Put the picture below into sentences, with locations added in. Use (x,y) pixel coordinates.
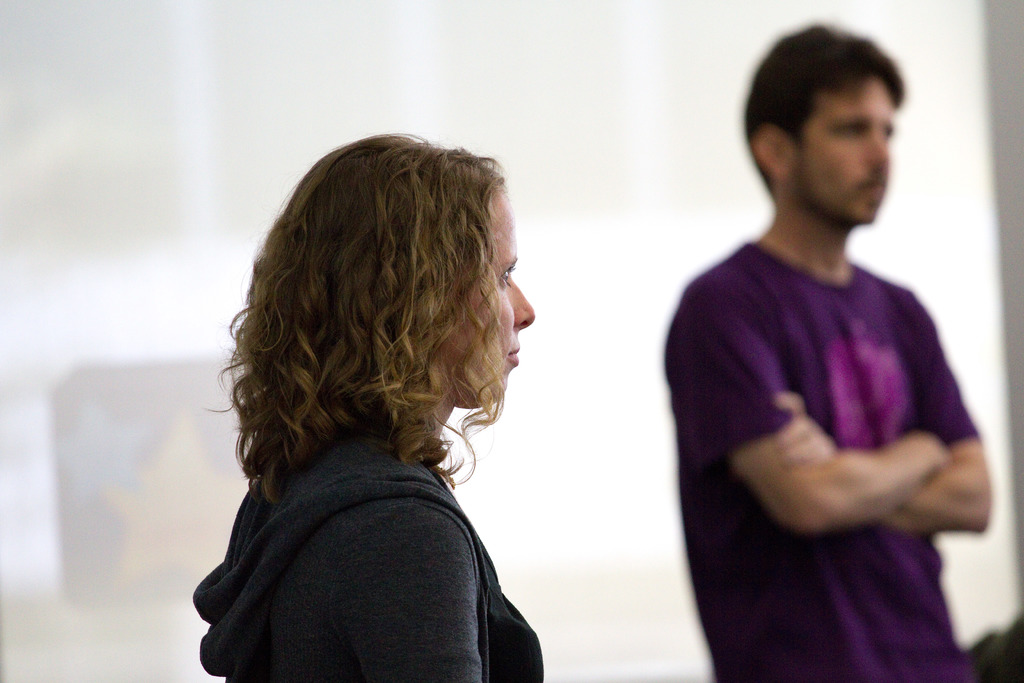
In this picture we can observe two members (855,172). One of them is a woman (336,554) wearing black color hoodie (336,571) and the other is a man (785,410) wearing violet color T shirt (755,382). Both of them were standing. The background (108,512) is in white color.
